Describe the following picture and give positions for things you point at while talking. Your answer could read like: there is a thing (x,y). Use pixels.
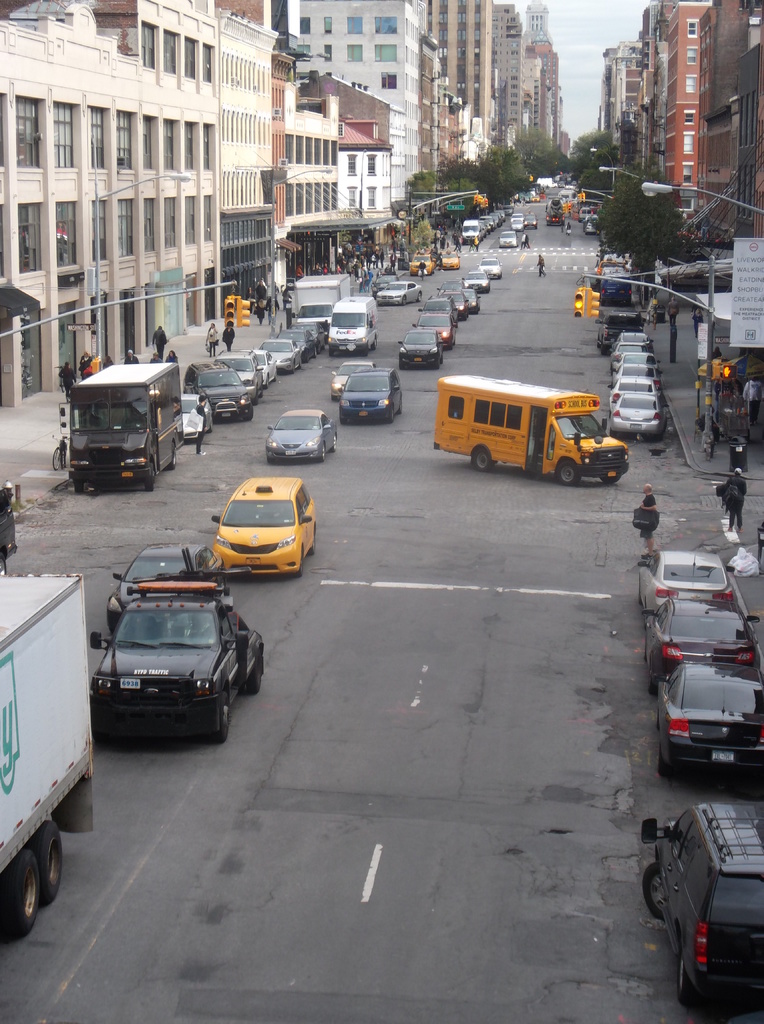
In this image I can see the road (442,615), a bus (480,431) which is yellow in color and number of vehicles (382,382) on the road (223,435). I can see few persons (643,504) standing on the road (673,506), few persons (230,330) standing on the side walk (204,348), few traffic signals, few poles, a white colored board (756,319), few street lights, few trees (636,195) and few buildings (324,166) on both sides of the road (416,684). In the background (601,7) I can see the sky (583,3).
